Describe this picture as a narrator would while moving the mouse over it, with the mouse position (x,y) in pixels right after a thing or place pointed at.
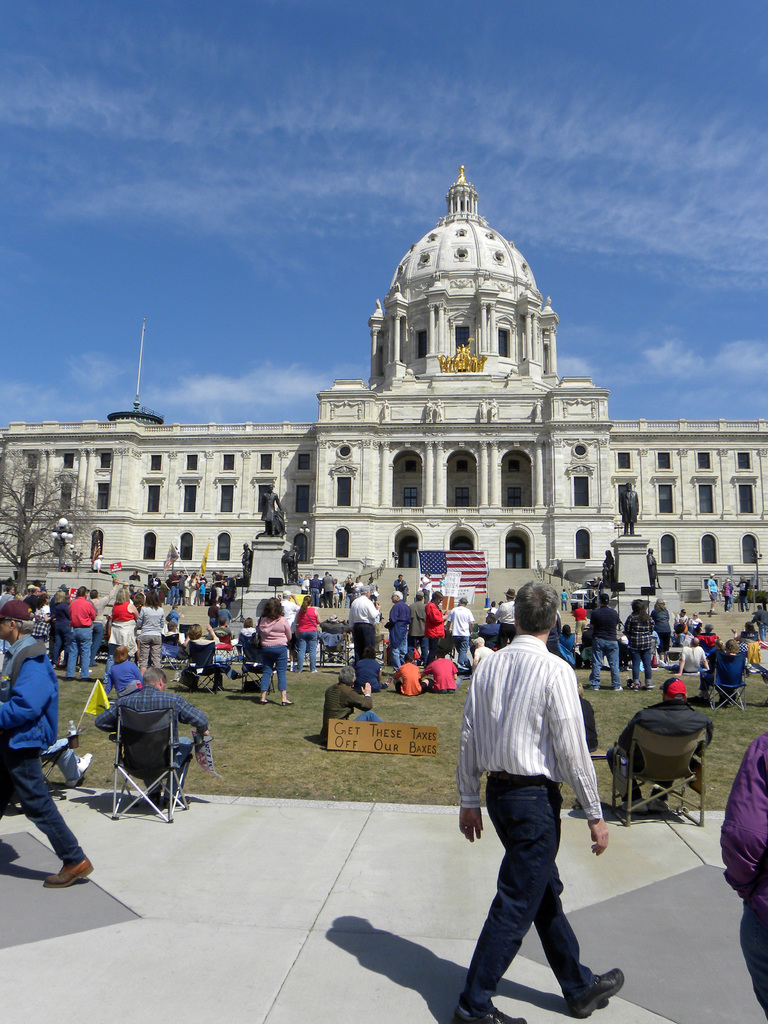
On the bottom (550,726) there is a man (526,775) who is wearing shirt (552,749), trouser (512,827) and shoe (604,997). He is walking on the street (307,972). Here we can see some person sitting on the chair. Here we can see the man (340,701) who is holding a camera (366,694) and sitting near to the brown board (401,749). In the background (695,604) we can see monument (750,503), stairs (494,584), statue (266,514) and flag (439,553). Here we can see many persons (404,650) standing near to the stairs (347,612). On the top (281,138) we can see sky (338,55) and clouds (276,108).
